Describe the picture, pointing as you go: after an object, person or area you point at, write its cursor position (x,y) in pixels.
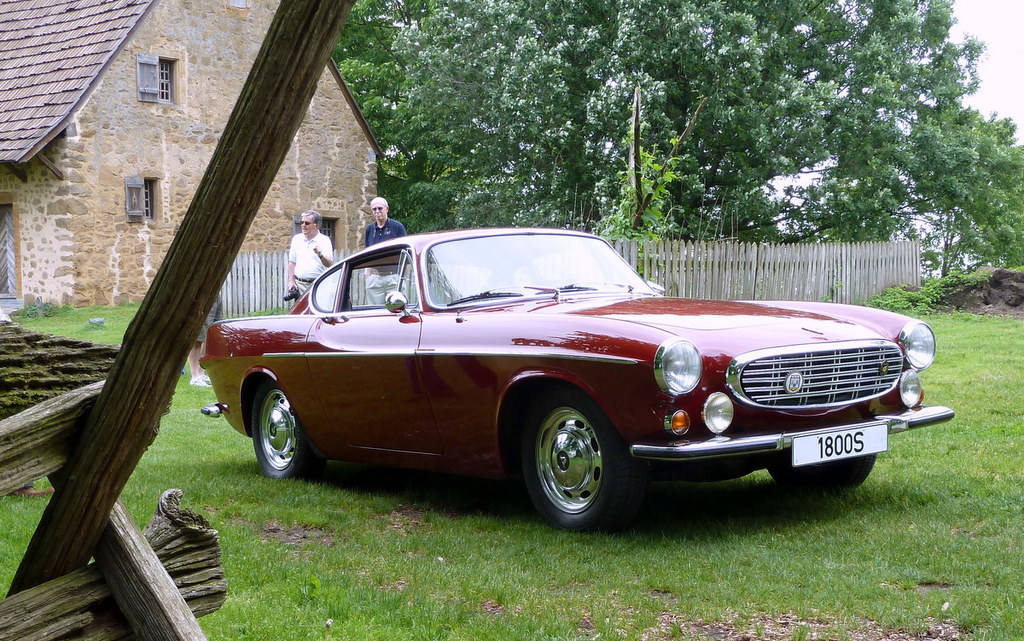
In this image, we can see a car (329,278). We can see the ground (974,484) covered with grass (993,447). We can also see some wood (88,499). There are a few trees (674,100). We can also see a house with some windows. There are a few people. We can see the fence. We can also see the sky (996,47).
